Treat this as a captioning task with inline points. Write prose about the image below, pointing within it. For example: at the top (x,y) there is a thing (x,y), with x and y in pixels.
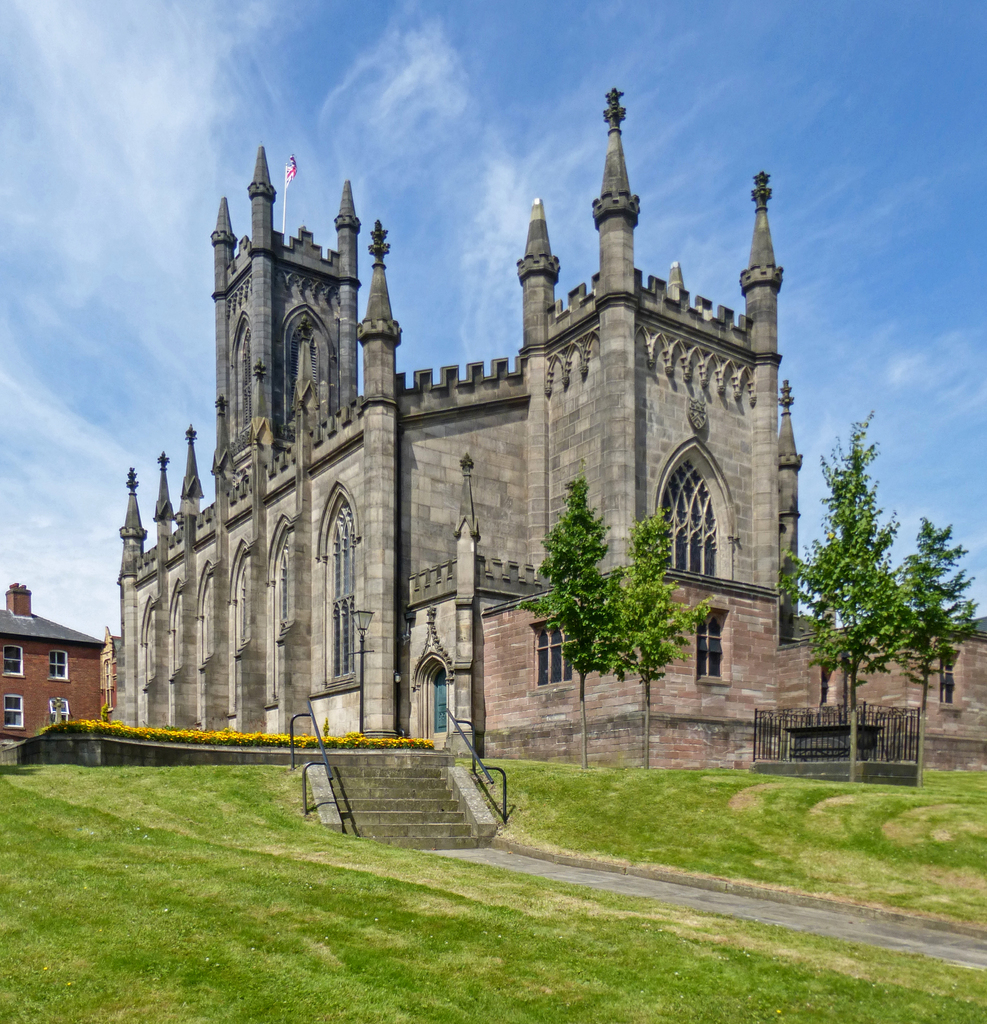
In this image there are buildings (309,340), on top of the buildings (285,293) there are flags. At the top of the image (361,219) there are clouds (168,301) in the sky (483,266). In front of the buildings (433,684) there are trees (665,649), metal rod fence (858,752), stairs (417,790), flowers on plants (221,729) and grass (340,931) on the surface (408,886).
